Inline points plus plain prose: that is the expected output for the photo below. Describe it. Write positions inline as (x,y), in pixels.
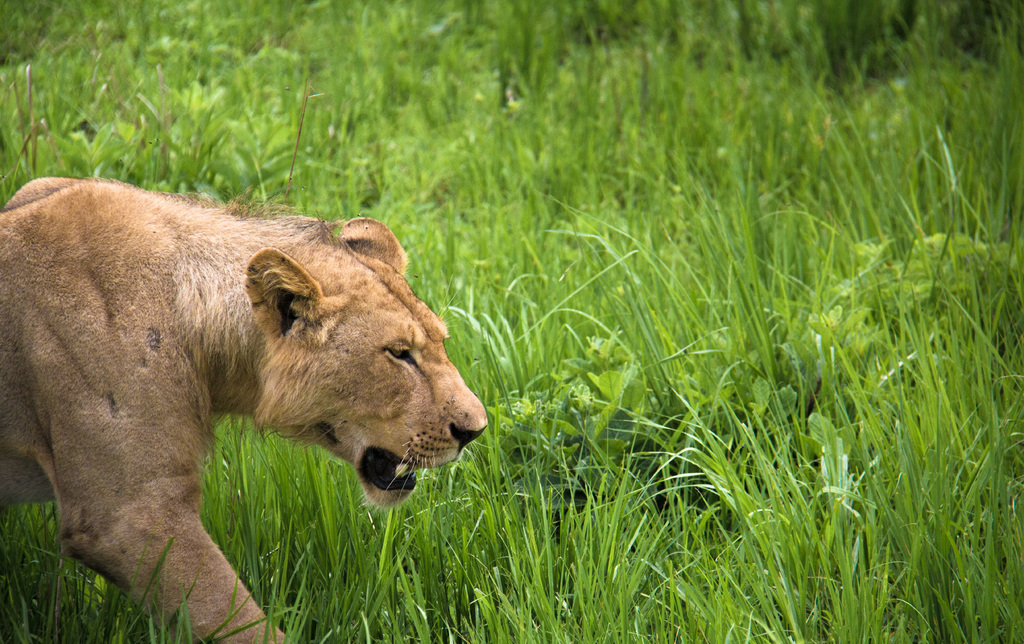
In the image there is a lot of grass (888,408) and on the left side (183,369) there is a lion (139,429).
